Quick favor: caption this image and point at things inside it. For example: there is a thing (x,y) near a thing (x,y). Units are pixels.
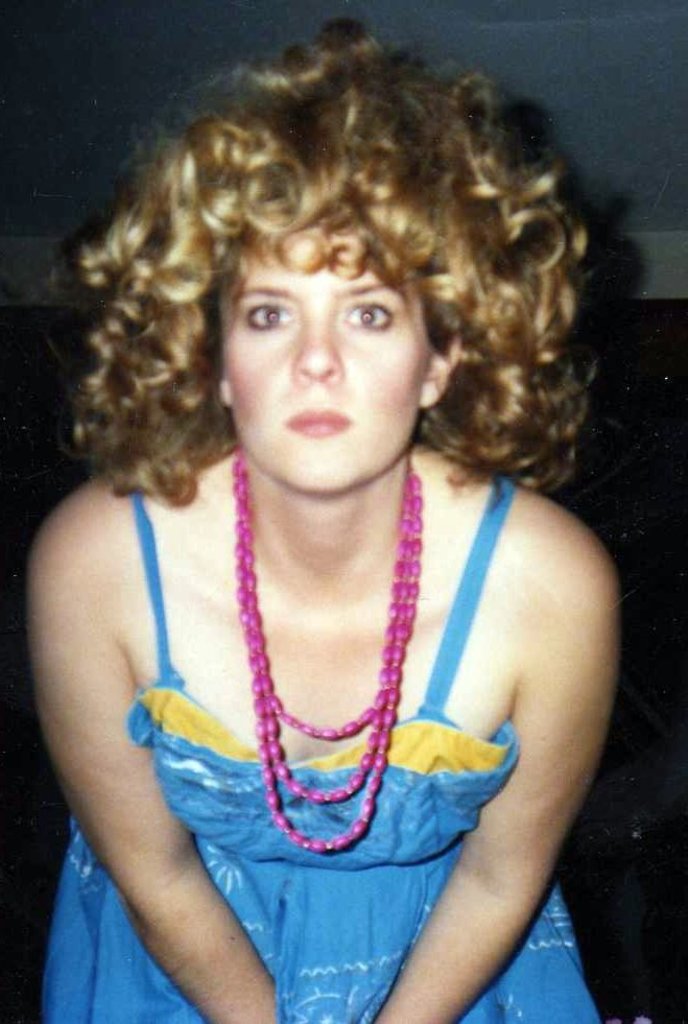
In this image in the center (450,565) there is one woman (219,703) who is wearing some necklace (244,578), and in the background (35,469) there is wall (2,255).
